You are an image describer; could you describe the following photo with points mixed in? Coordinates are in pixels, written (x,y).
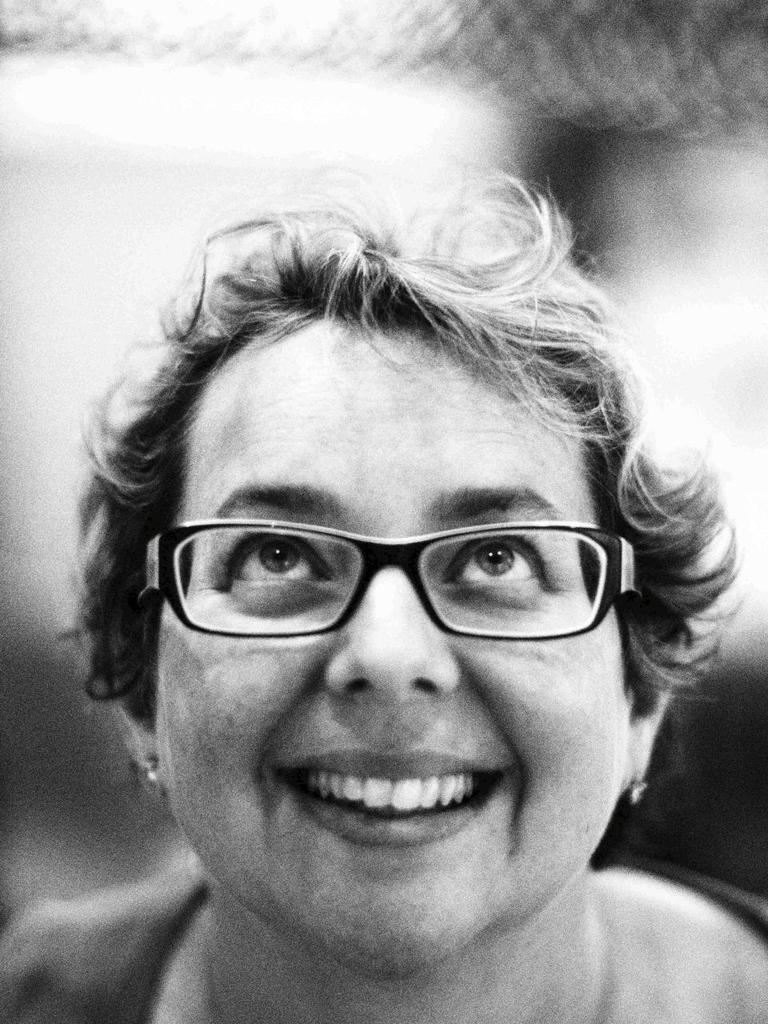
This is a woman (407,814) wearing glass (318,555).
